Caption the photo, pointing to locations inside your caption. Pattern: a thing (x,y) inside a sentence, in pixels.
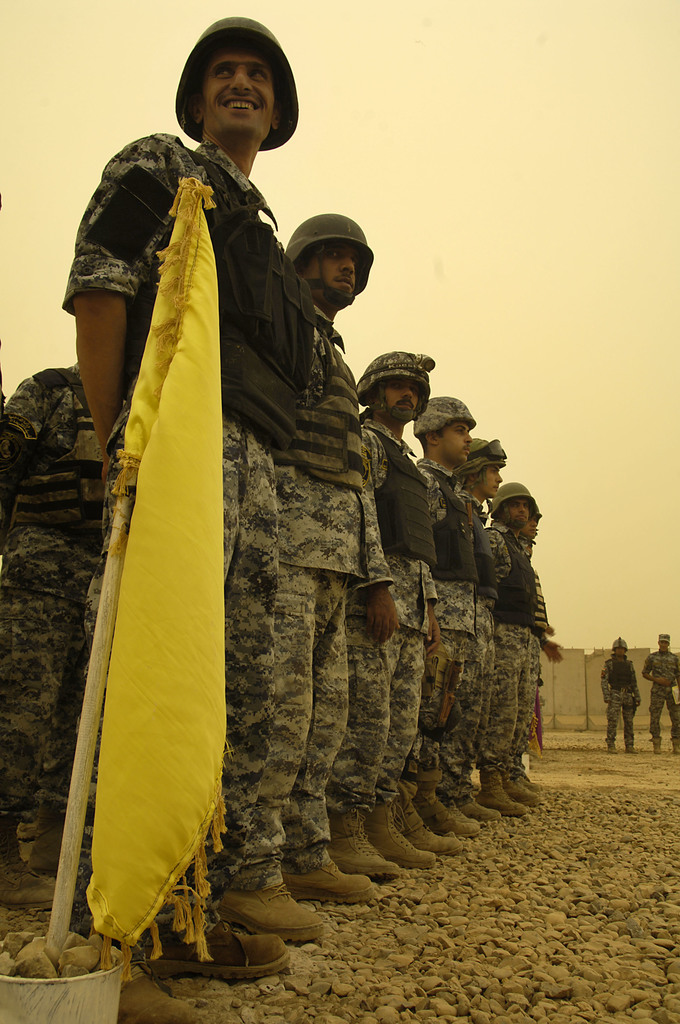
This image is taken outdoors. At the top of the image (430,219) there is the sky (388,138). At the bottom of the image (446,936) there is a ground (561,855) and there are many pebbles (562,958) on the ground (591,865). On the right side of the image (604,688) two men (614,689) are standing on the ground (620,741). In the middle of the image (418,592) a few men (97,568) are standing on the ground (533,817). They have worn caps (234,38) and uniforms (341,607). There is a bucket (47,980) with a few pebbles (49,953) in it and there is a flag (156,732).
